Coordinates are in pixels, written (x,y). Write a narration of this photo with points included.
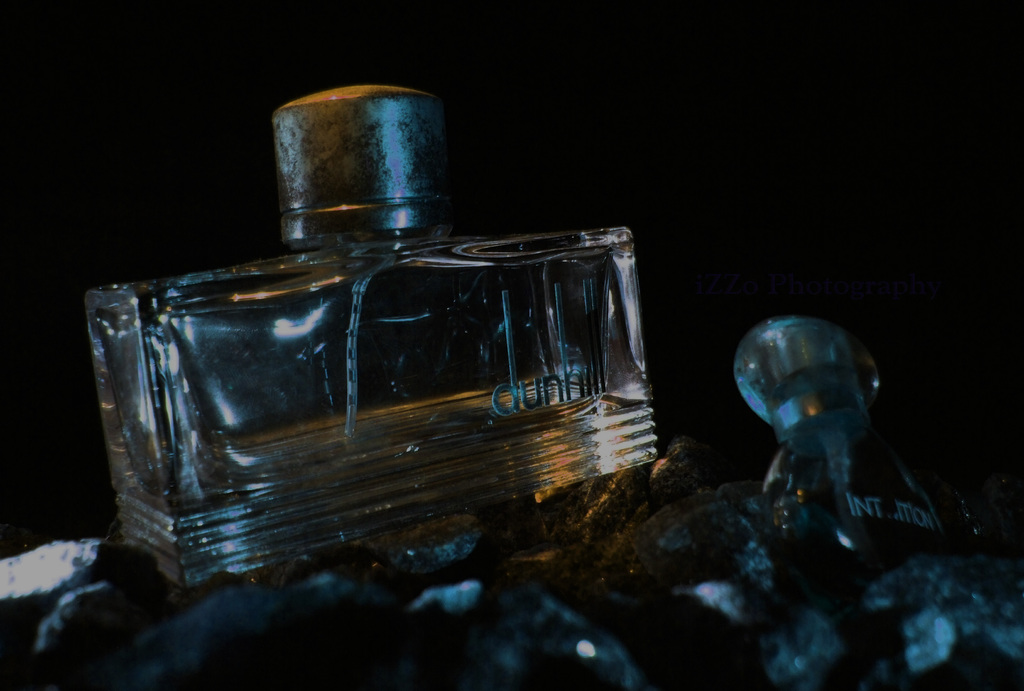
In this image I can see two perfume bottles (570,450) and a small stones (619,544). I can see black color background (848,117).
